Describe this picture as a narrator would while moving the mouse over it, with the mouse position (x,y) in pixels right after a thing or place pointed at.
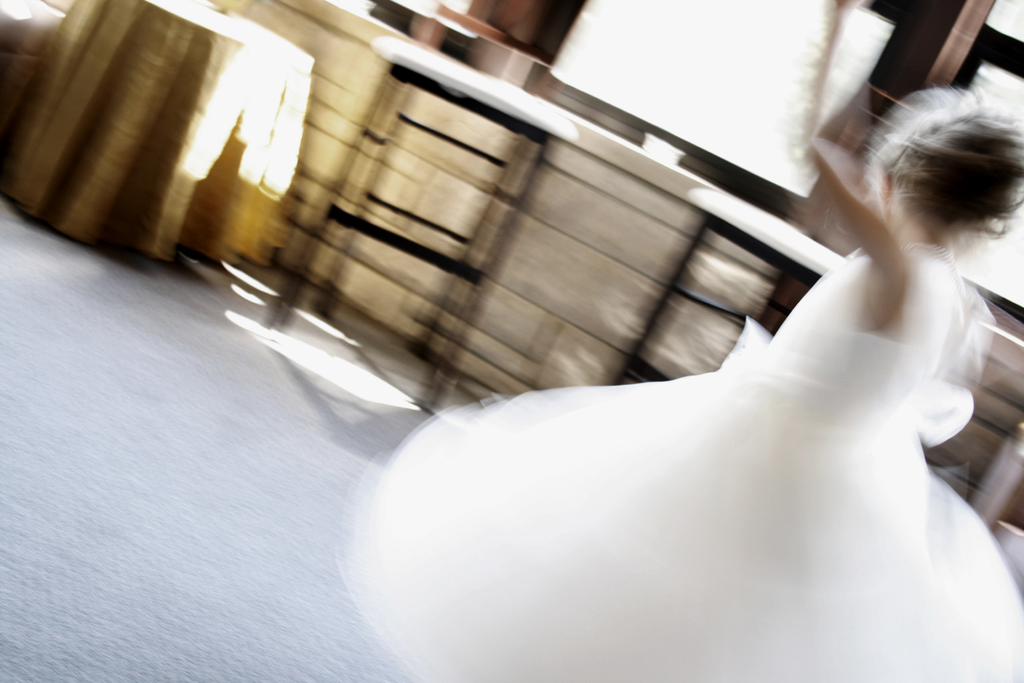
On the right side of the image (799,358) a person (829,408) is standing. At the top of the image (530,128) we can see a table (171,104), cloth (157,85), chair (525,166), window (636,74) are present. At the bottom of the image (183,542) floor (163,535) is there.
